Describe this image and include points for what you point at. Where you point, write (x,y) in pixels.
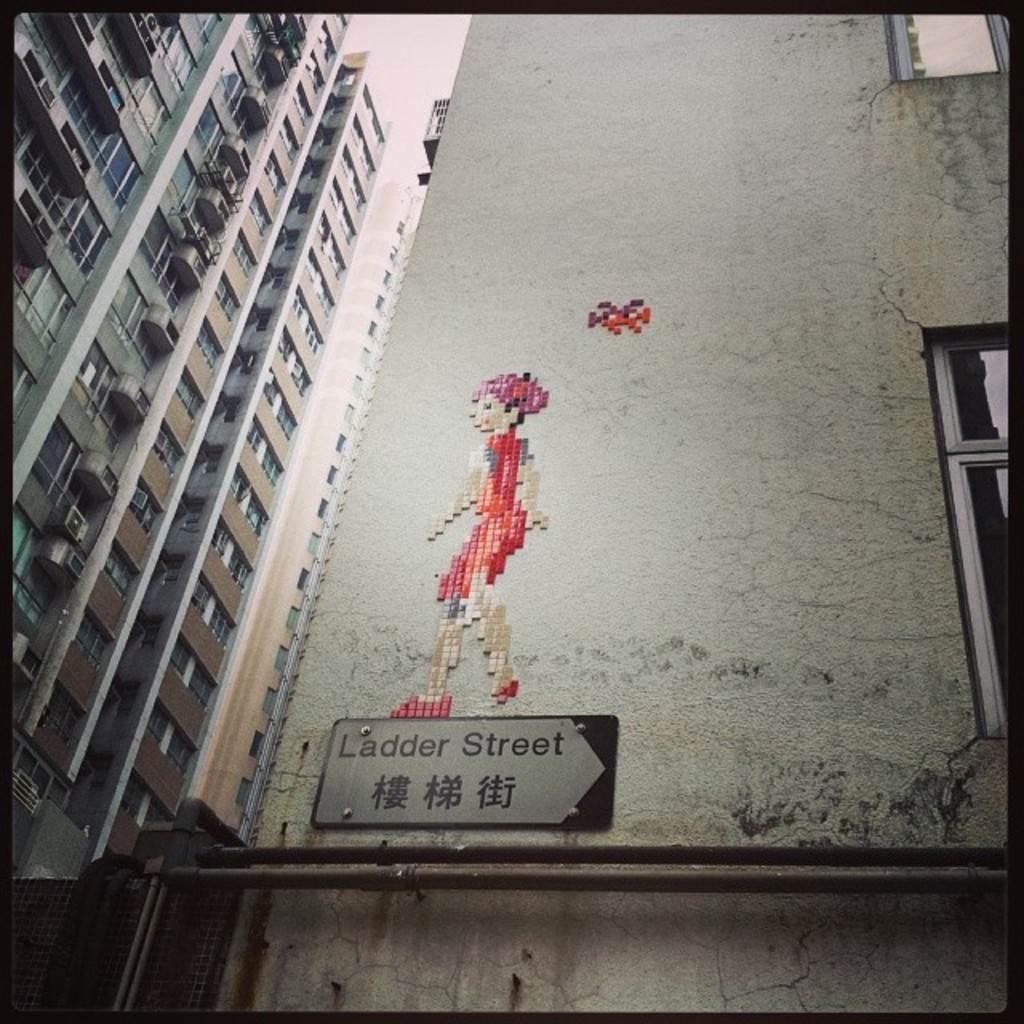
In this image we can see few buildings (603,218), there are few pipes (470,881), a board (488,778) and a picture (608,329) to the building (581,320) and the sky (421,66) in the background (421,66).
